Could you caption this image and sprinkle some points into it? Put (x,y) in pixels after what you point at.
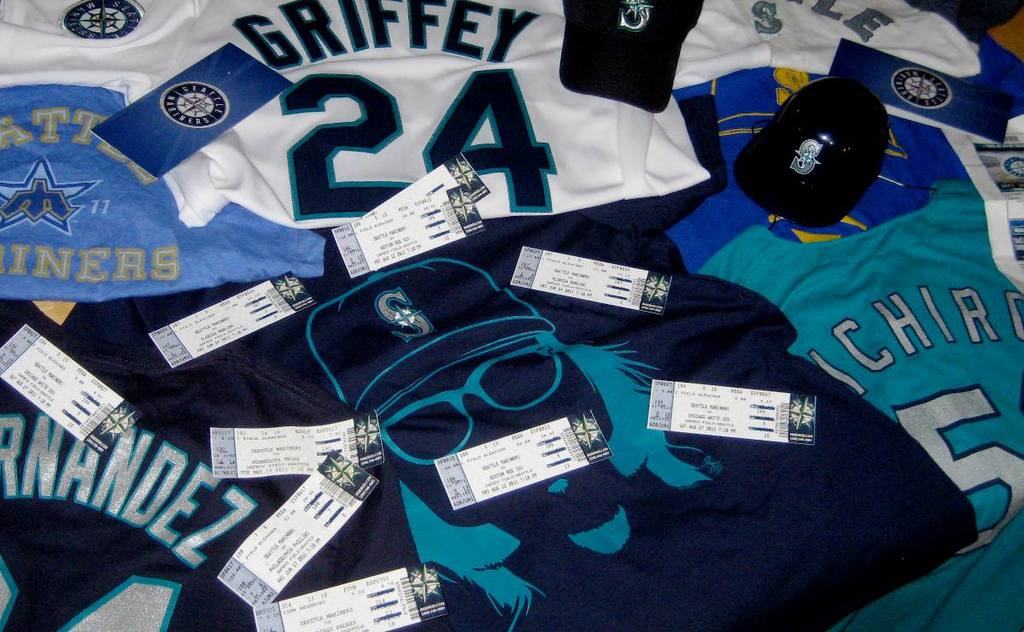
In this picture we can see tickets (586,423) and caps (842,171) on the T-shirts (517,253).
